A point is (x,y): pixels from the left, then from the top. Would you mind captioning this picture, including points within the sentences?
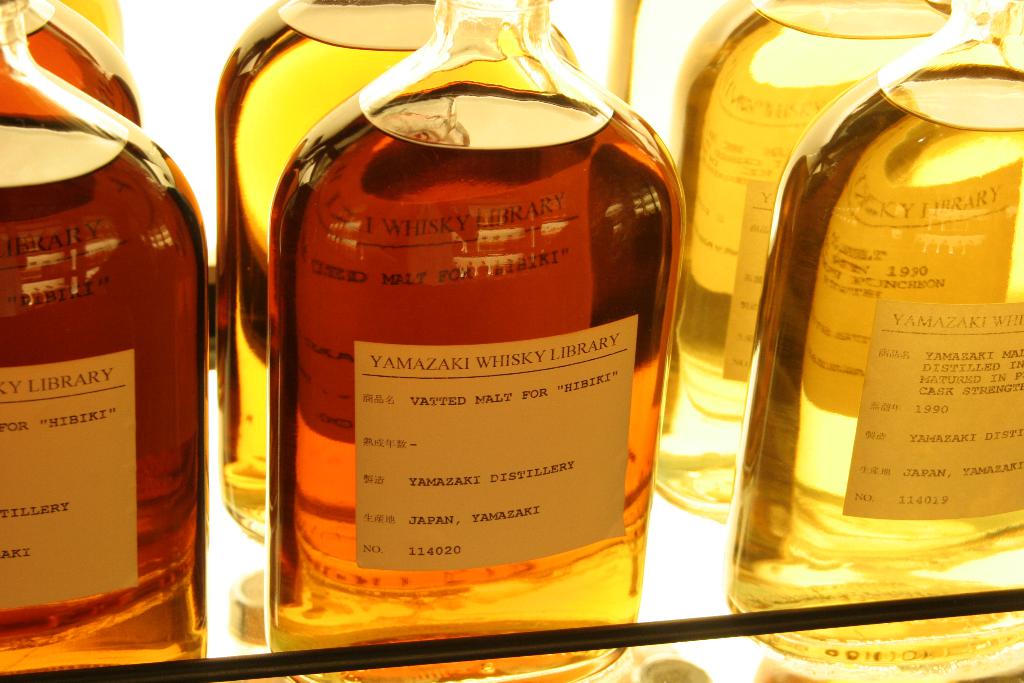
In this picture we can see a group of glass bottles (457,476) on an object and in the bottles (343,460) there is some liquid (565,297) and on the bottles (327,248) there are stickers (569,390).
